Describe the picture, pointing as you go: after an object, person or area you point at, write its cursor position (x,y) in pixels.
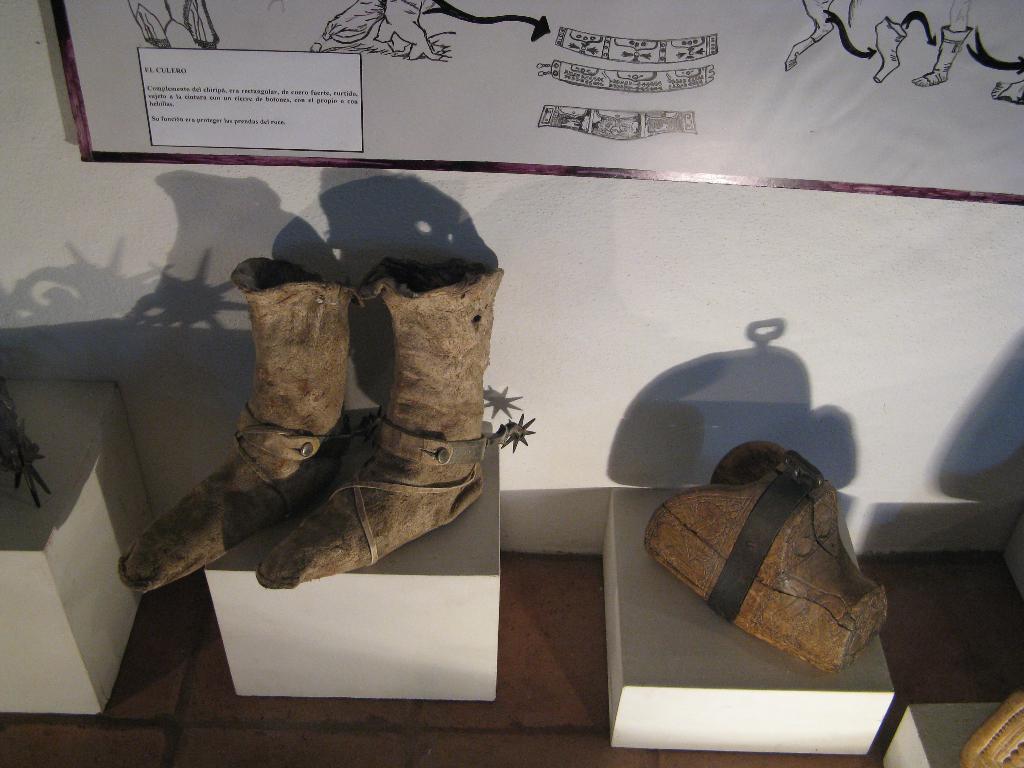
In the picture there are shoes (398,514) and some objects (29,464) placed on the small tables (846,710), behind there is a wall (627,270), on the wall (599,270) there is a board (918,160) with some text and drawings (402,54).
